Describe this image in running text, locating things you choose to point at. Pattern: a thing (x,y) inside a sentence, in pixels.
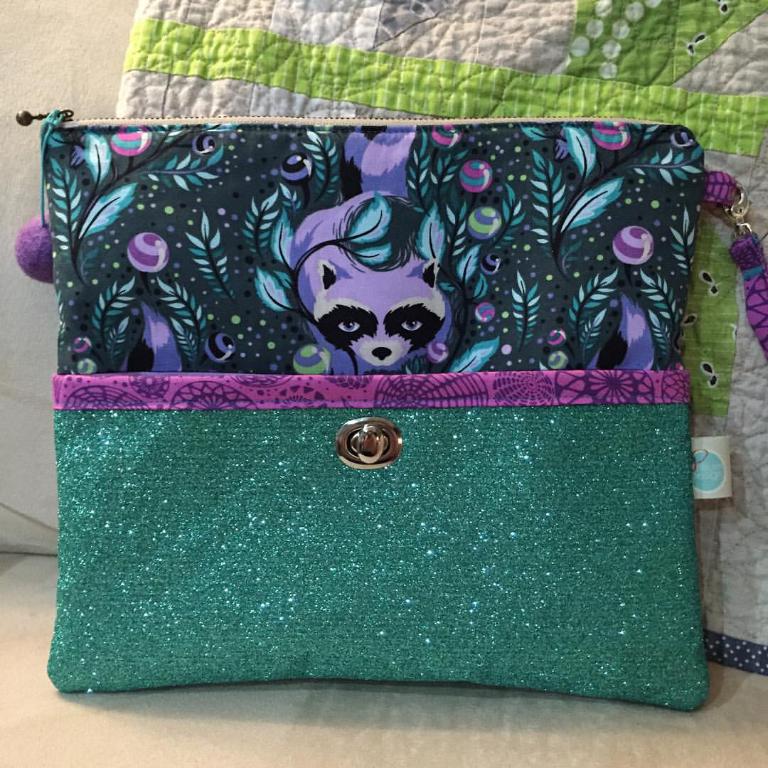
There is a purse (562,575) with green glitter (430,575) and a cartoon (412,360) on it placed on a sofa (12,528).
